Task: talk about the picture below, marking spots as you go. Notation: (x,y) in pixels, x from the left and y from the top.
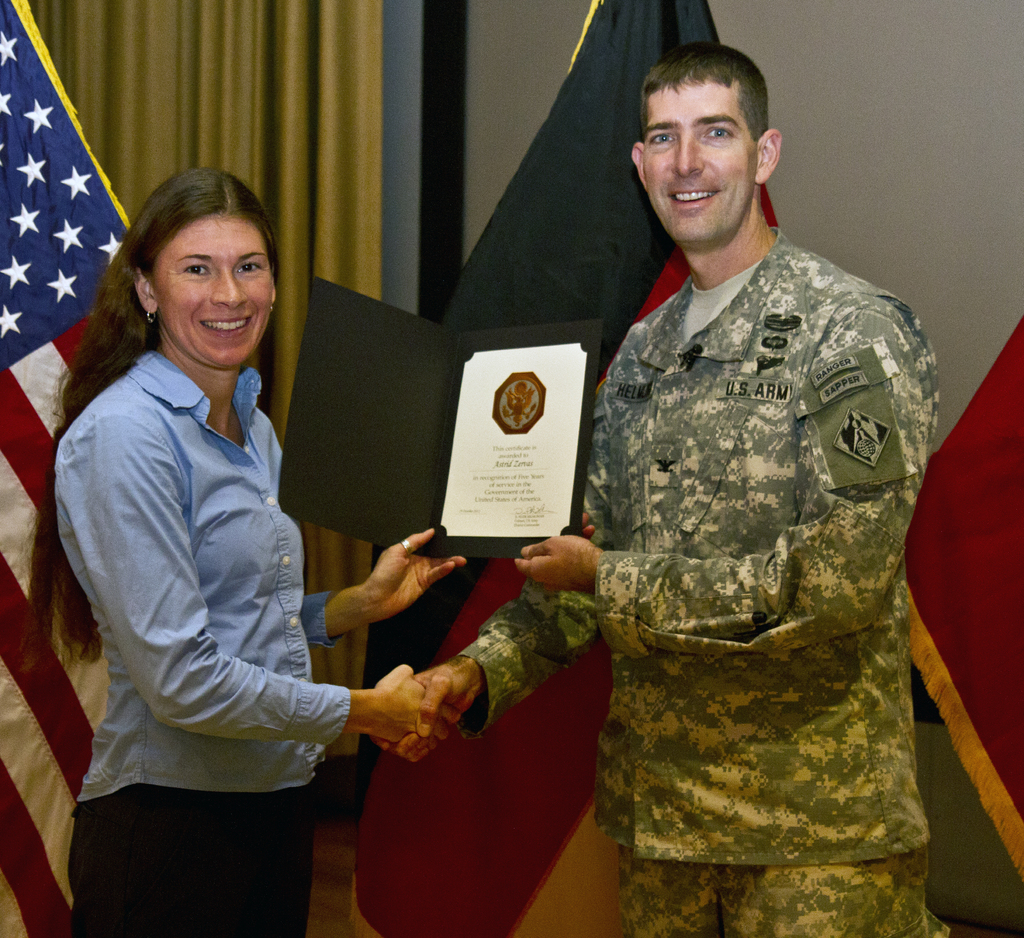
In this image there are two persons (195,510) standing, there are two persons (691,536) holding each others hand (445,668), there are persons (756,281) holding an object (454,418), there are flags (562,184) behind the persons (539,553), there is a flag (11,416) truncated towards the left of the image (56,332), there is a flag (951,523) truncated towards the right of the image (987,513), there is a curtain (252,45), there is the wall (772,96).
